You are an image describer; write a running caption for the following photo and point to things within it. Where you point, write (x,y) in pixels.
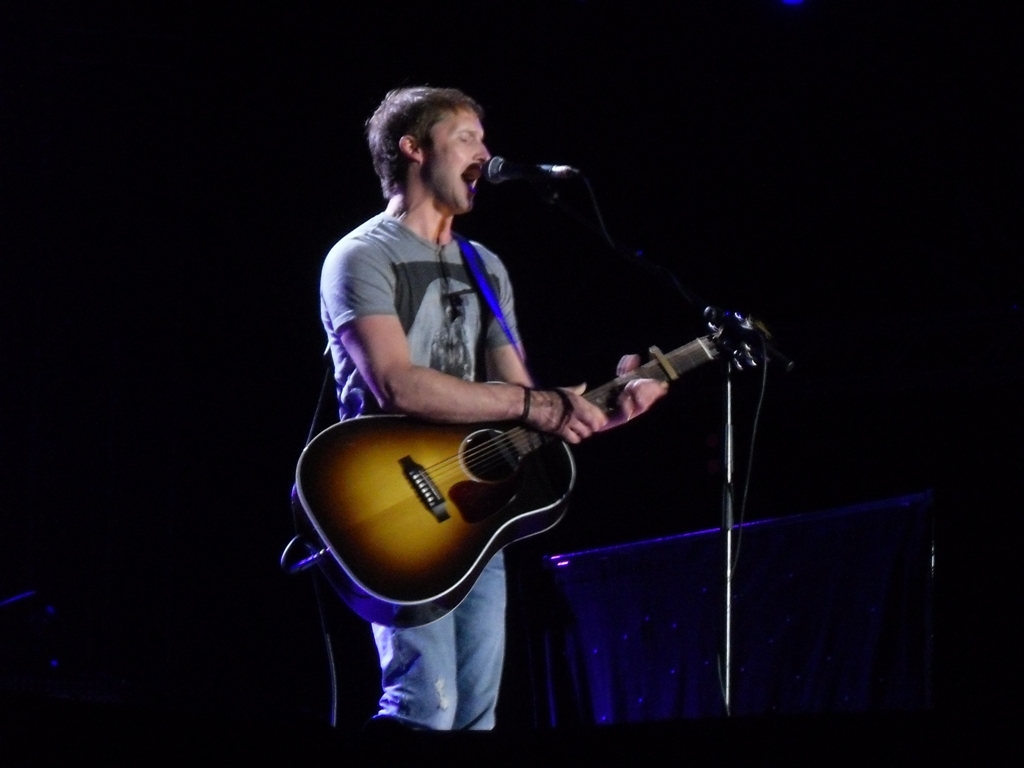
This man (447,403) is playing guitar (485,442) and singing in-front of mic (554,173). Background (605,187) is in black color.
